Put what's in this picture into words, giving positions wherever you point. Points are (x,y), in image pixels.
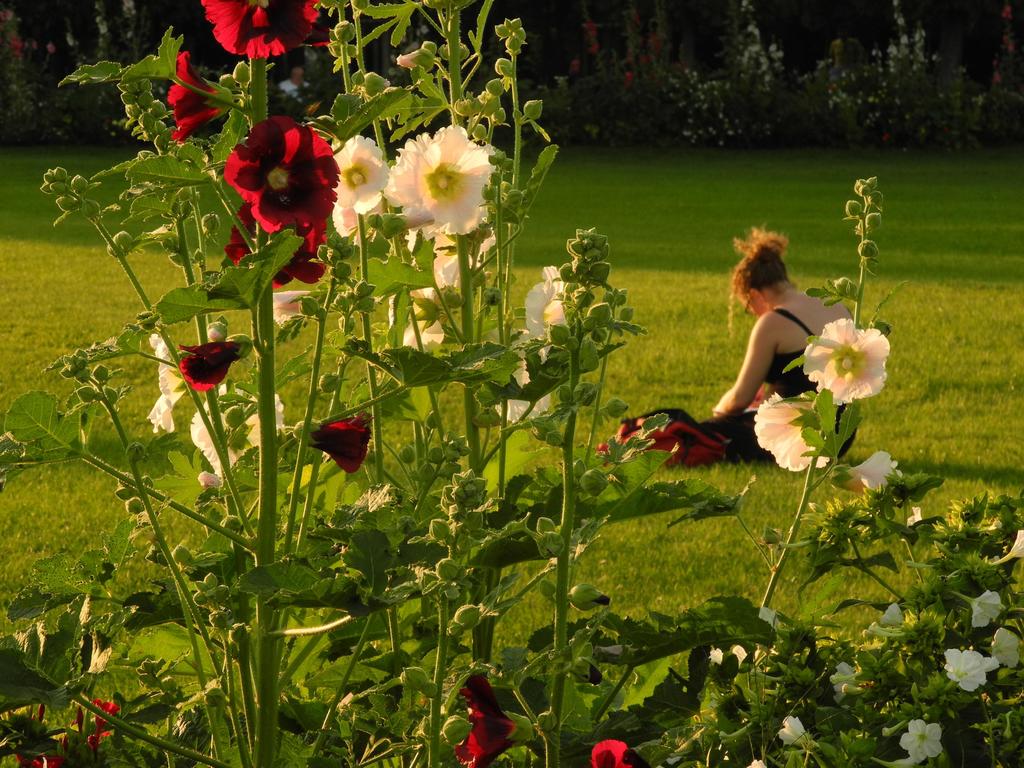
In this image we can see a group of plants (543,433) and flowers (335,452). Behind the plants (818,505) we can see a person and grass (737,486). In the background (964,88), we can see a group of plants (940,81).
